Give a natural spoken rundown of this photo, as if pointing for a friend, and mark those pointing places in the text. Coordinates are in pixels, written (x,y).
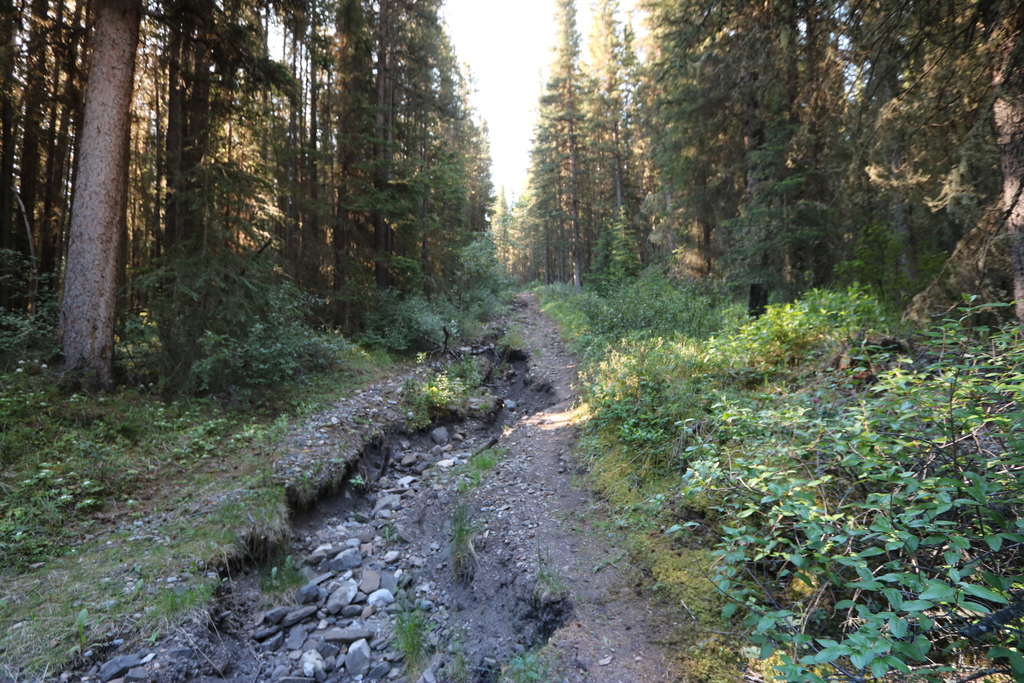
This is the picture of a forest (831,450). In this image there are trees (540,242). At the top (555,55) there is sky (457,50). At the bottom (324,653) there is ground (567,483) and there is grass (14,548) and there are stones (385,520).
